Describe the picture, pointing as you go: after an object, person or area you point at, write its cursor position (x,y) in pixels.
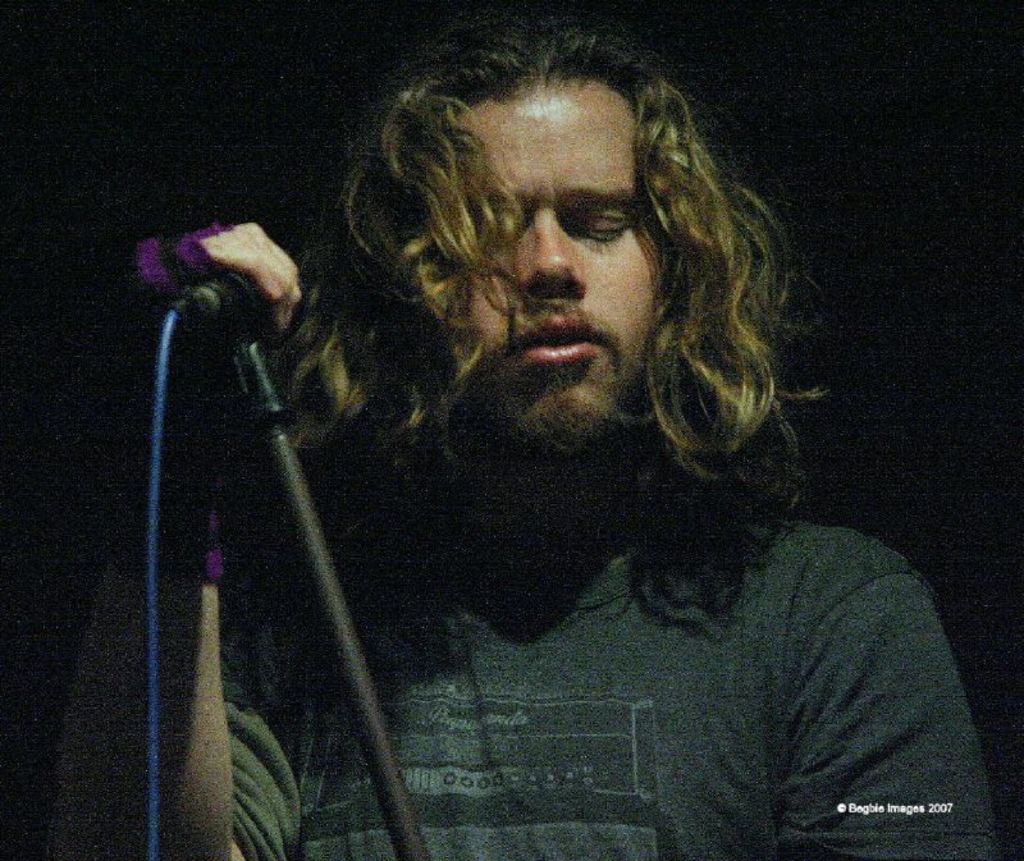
In this image a man (517,578) is there. He is wearing a black t-shirt (735,699). He is having blond hair (726,387). He is holding a mic (229,289).
